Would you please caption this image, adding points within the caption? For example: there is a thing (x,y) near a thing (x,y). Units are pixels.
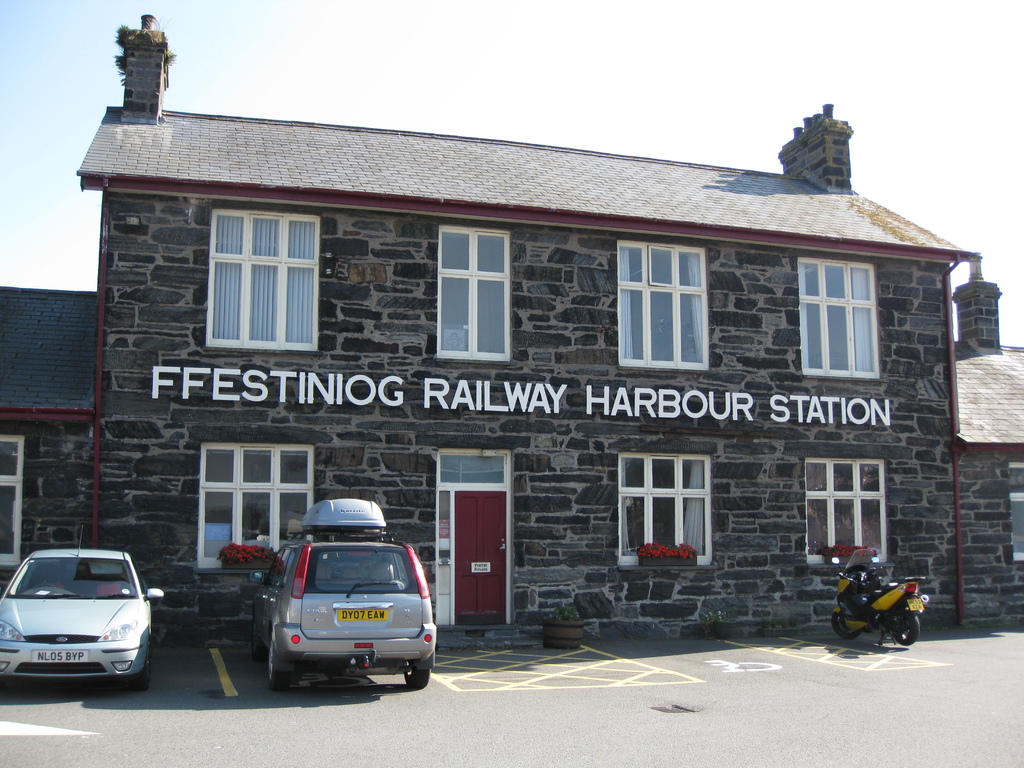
There is a house (597,363) in the image. Two cars (323,609) and a motorbike (851,626) are parked in front of the house (902,563) and some text (523,393) has written on the house (691,400).
